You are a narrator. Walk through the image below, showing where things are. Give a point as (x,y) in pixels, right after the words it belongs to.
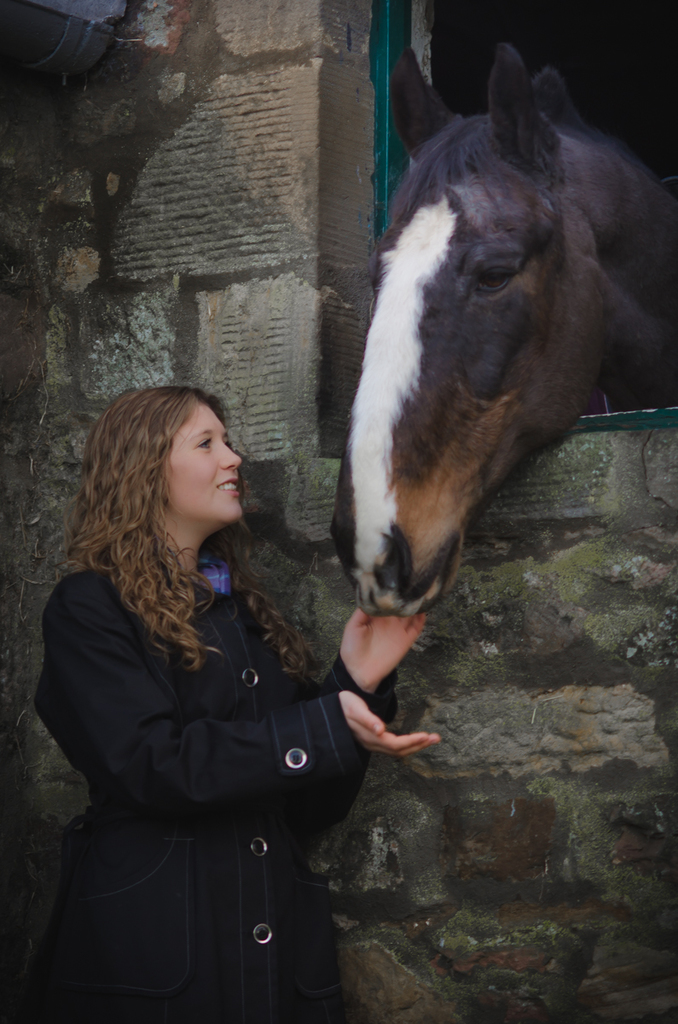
In this picture we can see a woman (235,625) wearing a black jacket (234,771), holding a horse (408,607) with her hand (399,638).
